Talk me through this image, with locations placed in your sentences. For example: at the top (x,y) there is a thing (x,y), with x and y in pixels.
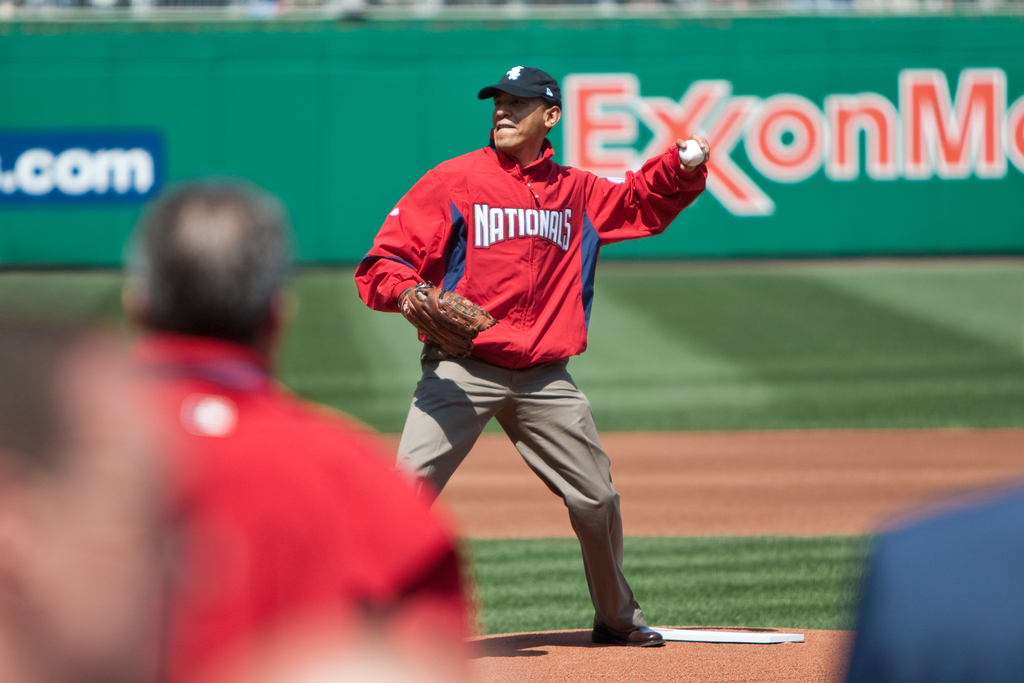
In the picture we can see a man (492,192) standing in the playground (736,347) and he is in a sportswear (504,195) and caps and he is holding a ball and behind him we can see a wall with some advertisements (984,130) on it and in front of him we can see some people (150,395) are also standing with sportswear (203,388).
